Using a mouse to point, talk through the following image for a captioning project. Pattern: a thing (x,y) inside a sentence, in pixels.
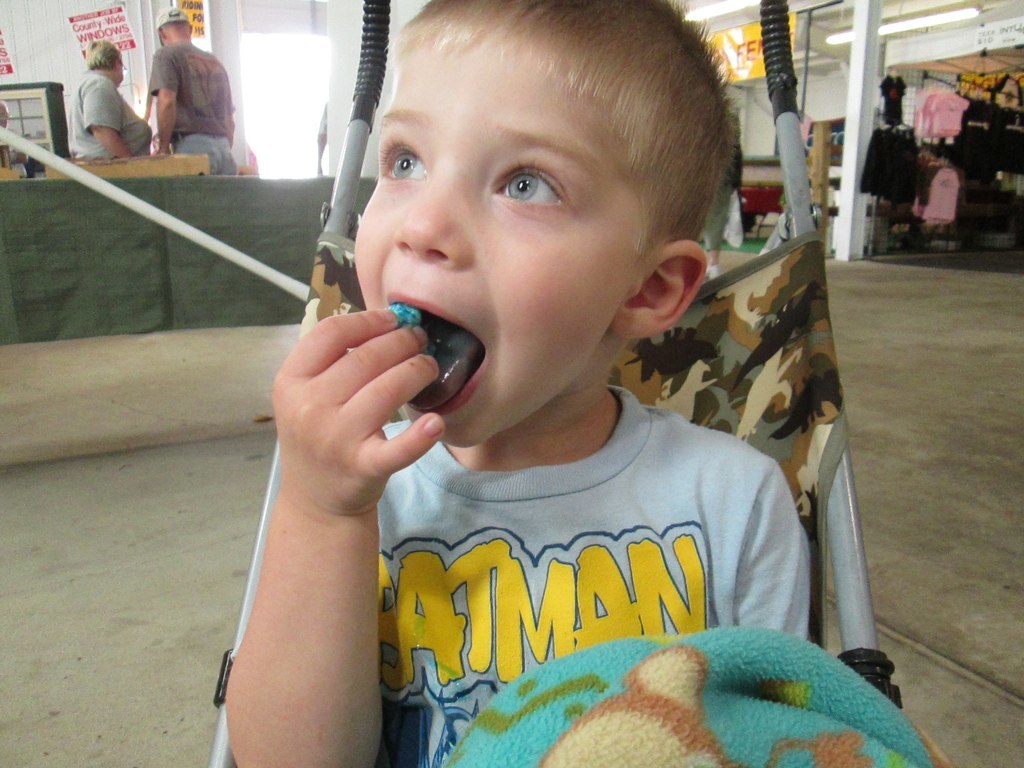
In this image we can see a child (522,518) sitting on a stroller (737,423). In the back (173,132) we can see few people (113,121). Also there are posters (114,19). On the right side (916,131) there are dresses (931,126) hanged. Also there is a pillar (852,79). And there is light (902,22). Near to the child (533,668) we can see a cloth (650,715).
